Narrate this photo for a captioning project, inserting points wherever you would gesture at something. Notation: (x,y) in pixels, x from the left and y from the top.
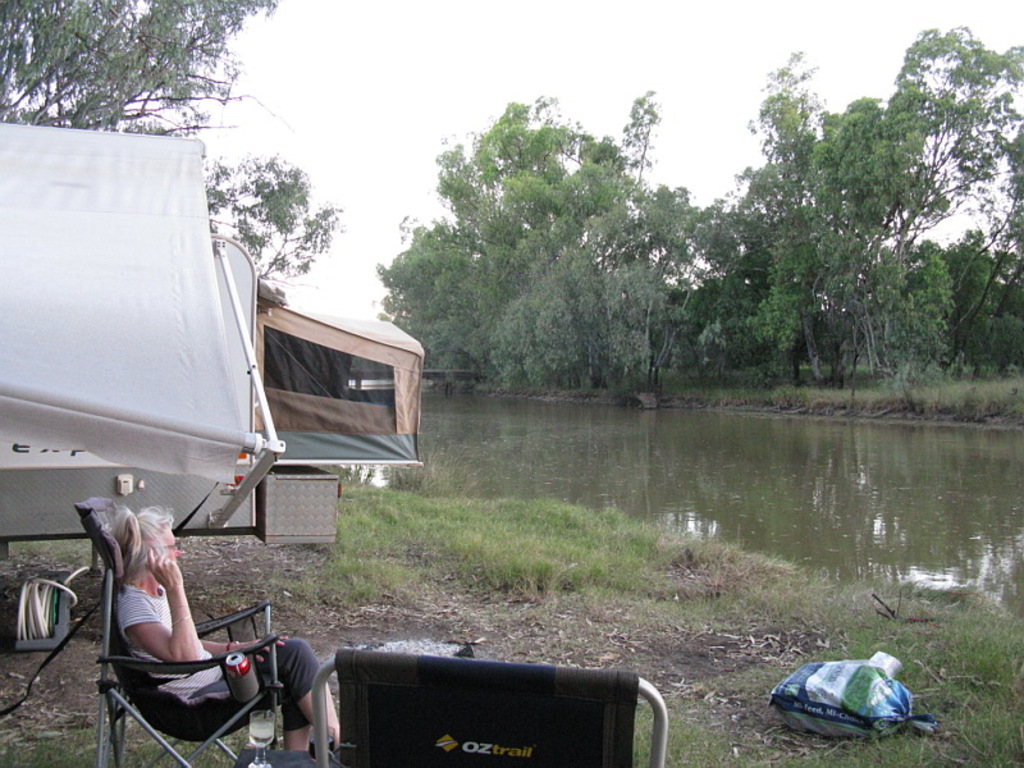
On the left (213,425) there is a tent (234,426) and a woman (185,686) is sitting on the chair (238,617). In the background (545,300) we can see trees (739,328), sky (367,77) and water (909,535).
